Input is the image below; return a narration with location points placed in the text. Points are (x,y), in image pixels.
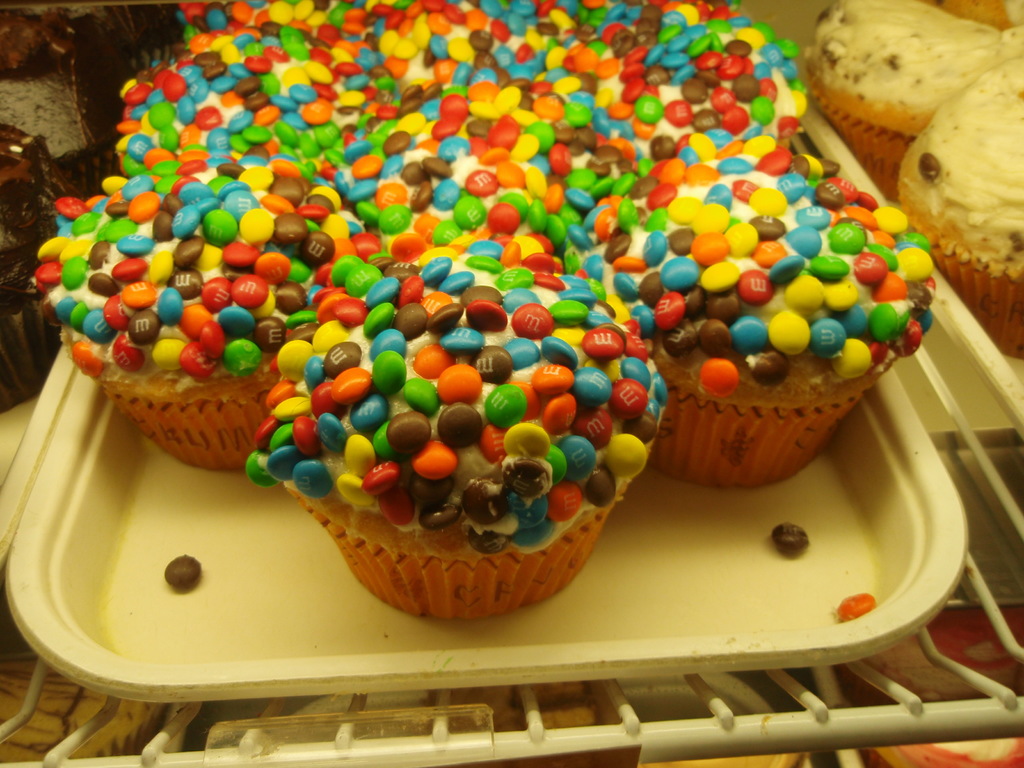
In this picture I can see cupcakes (469,196) on the trays (833,504).
